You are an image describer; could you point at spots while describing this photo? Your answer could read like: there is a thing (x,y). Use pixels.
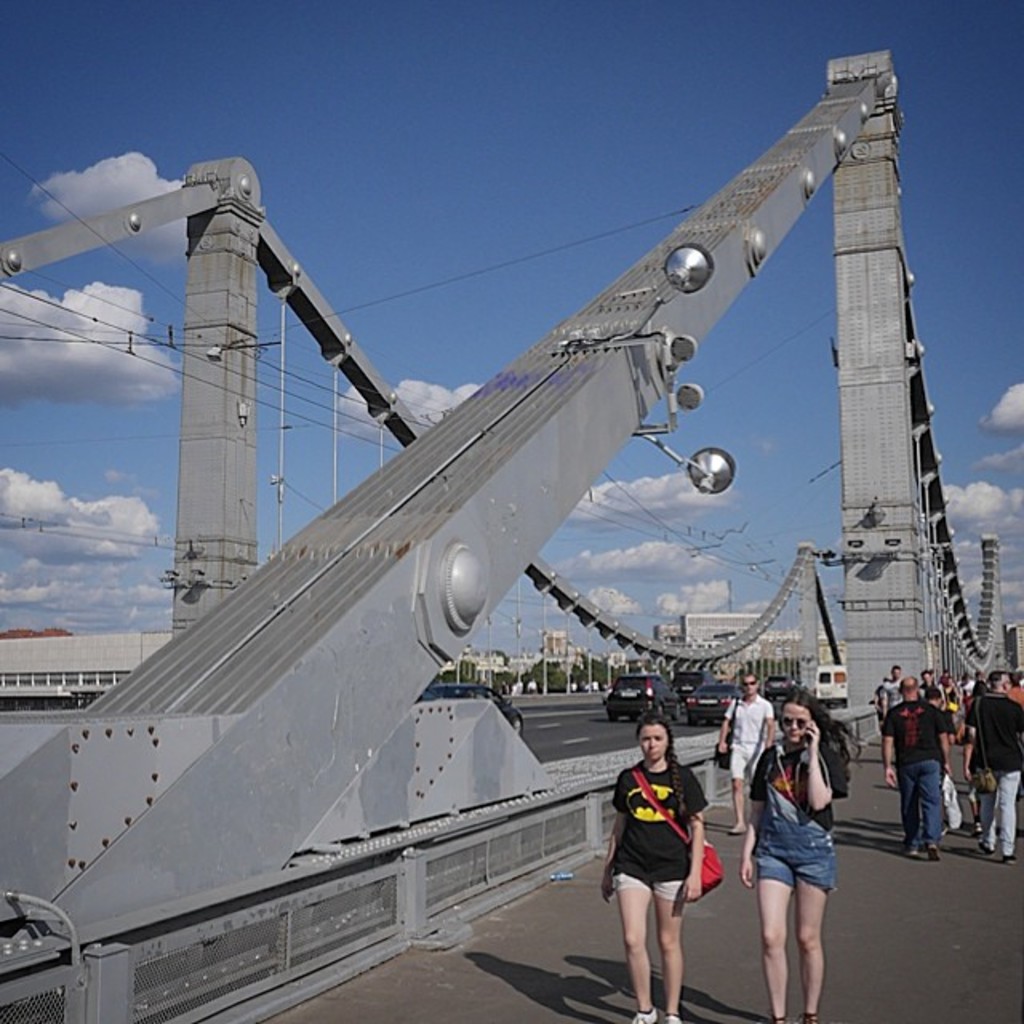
In the image there are some poles (766,261) and other equipment (468,731), around them there are vehicles (622,675) on the road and on the right side (929,731) many people (897,743) are walking on a path (579,892), in the background (524,657) there are buildings (45,668).
